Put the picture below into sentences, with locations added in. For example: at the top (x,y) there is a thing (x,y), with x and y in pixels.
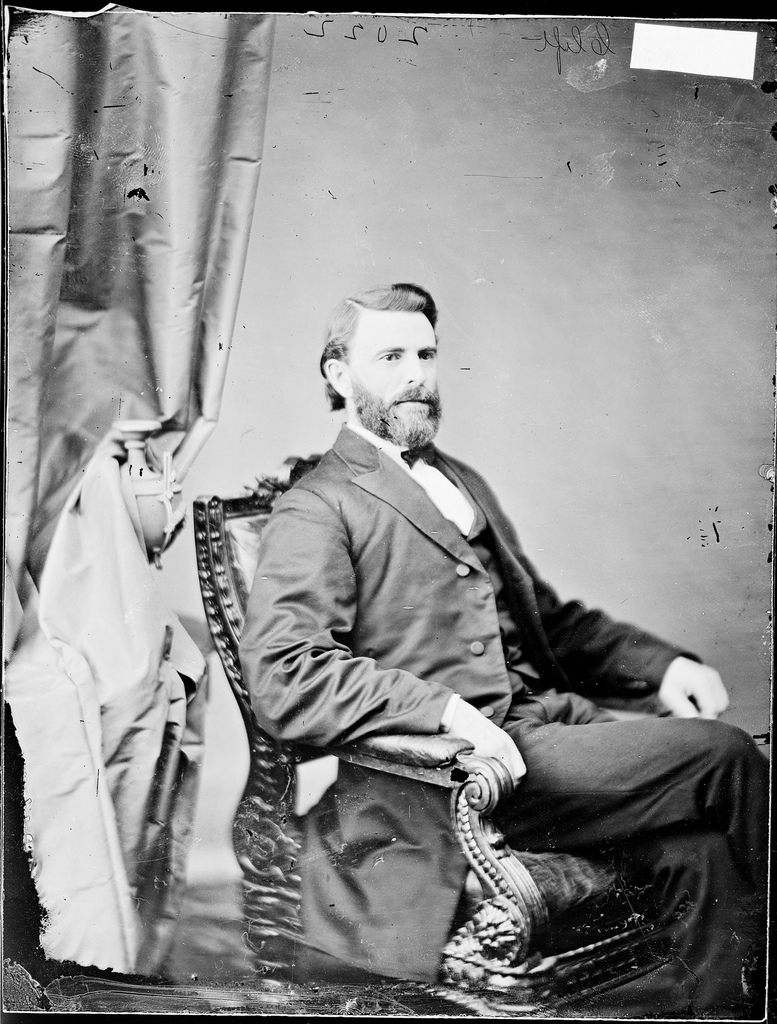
This image consists of a man (388,730) sitting in a chair (455,946). He is wearing a suit (363,790) in black color. In the background (359,265), there is a wall (410,226). On the left (162,118), there is a curtain (132,167).
